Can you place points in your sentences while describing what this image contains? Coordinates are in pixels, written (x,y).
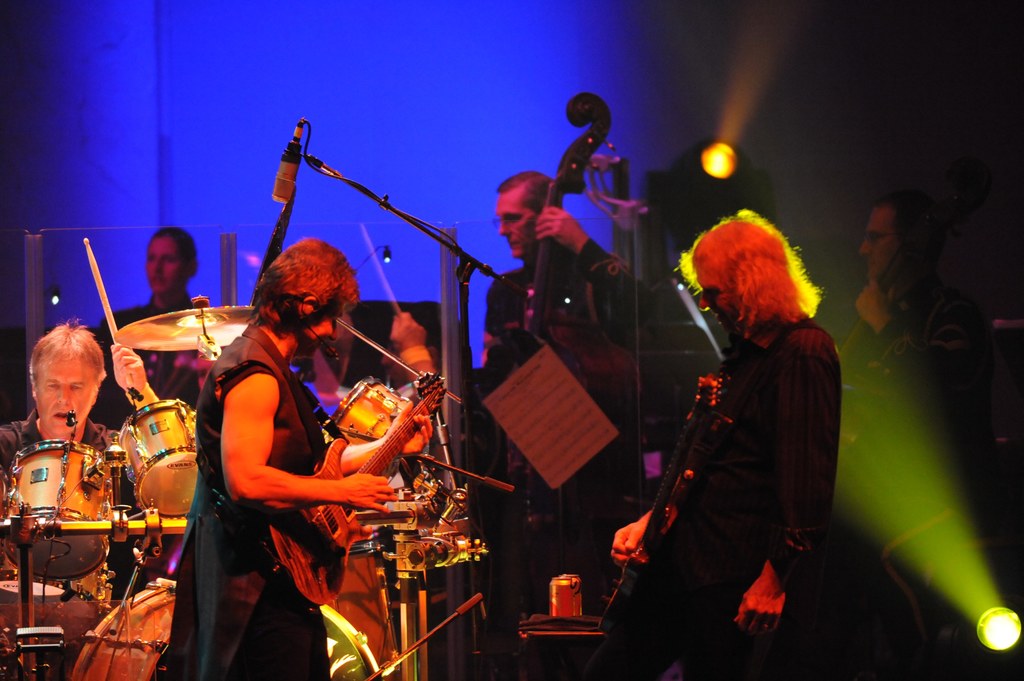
In the given image we can see there are many people (362,493) with musical instruments (141,482). This are the lights (725,175). This is a microphone (295,167). This is a stick (98,285) and can (555,589).
